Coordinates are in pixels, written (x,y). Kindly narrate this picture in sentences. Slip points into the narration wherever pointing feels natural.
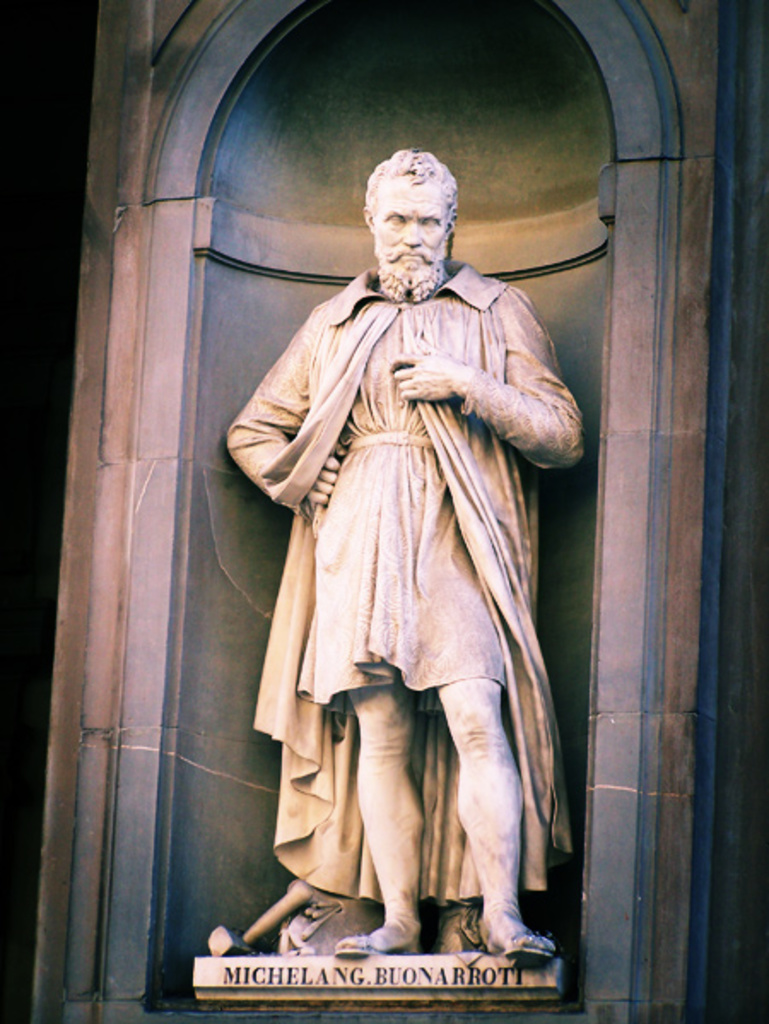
In this image there is one statue (323,552) of one person (409,464) is in middle of this image (374,589) and there is a wall (200,273) in the background (525,192) and there is a text (492,970) written at bottom of this image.
